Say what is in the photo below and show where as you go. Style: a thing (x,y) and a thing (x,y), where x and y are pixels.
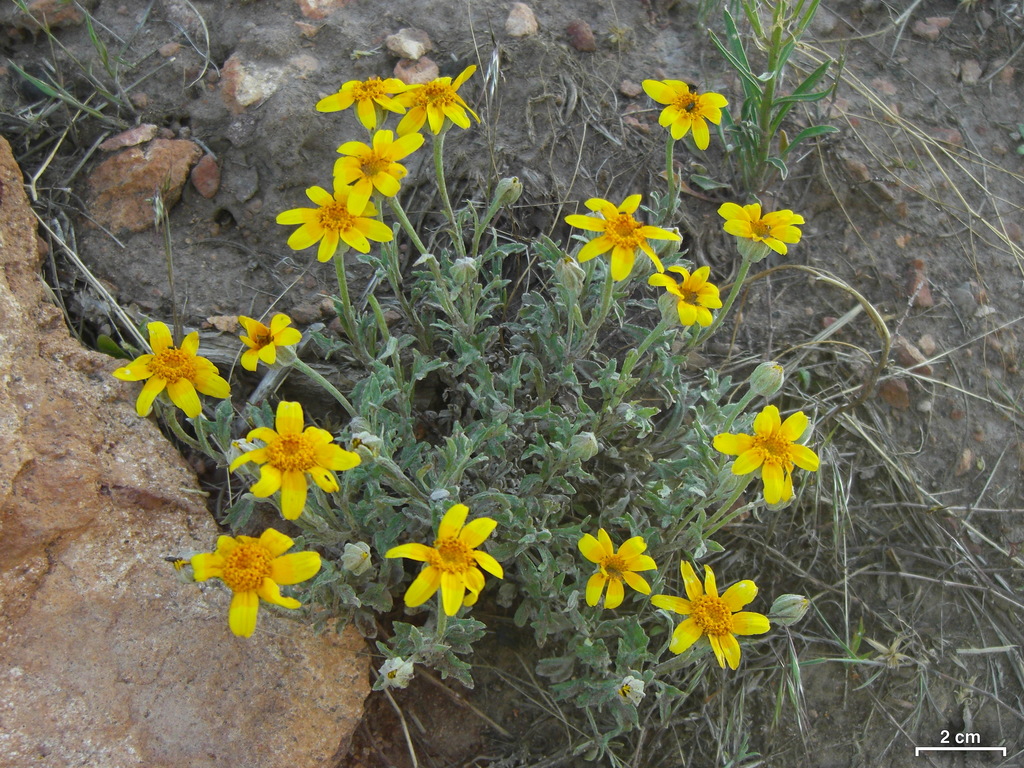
In this picture we can see flowers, buds (359,558), leaves (491,399) and in the background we can see stones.
